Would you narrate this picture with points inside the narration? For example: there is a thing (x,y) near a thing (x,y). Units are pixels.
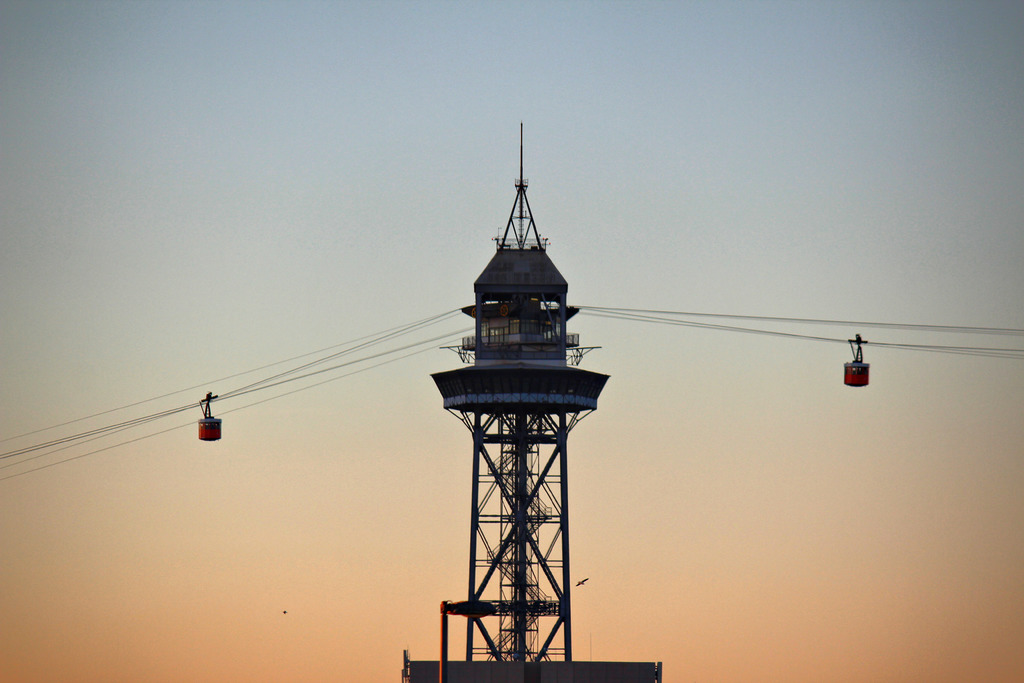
In this picture we can see couple of cable cars (200,437) and cables (755,319), and also we can see a tower (507,270).
